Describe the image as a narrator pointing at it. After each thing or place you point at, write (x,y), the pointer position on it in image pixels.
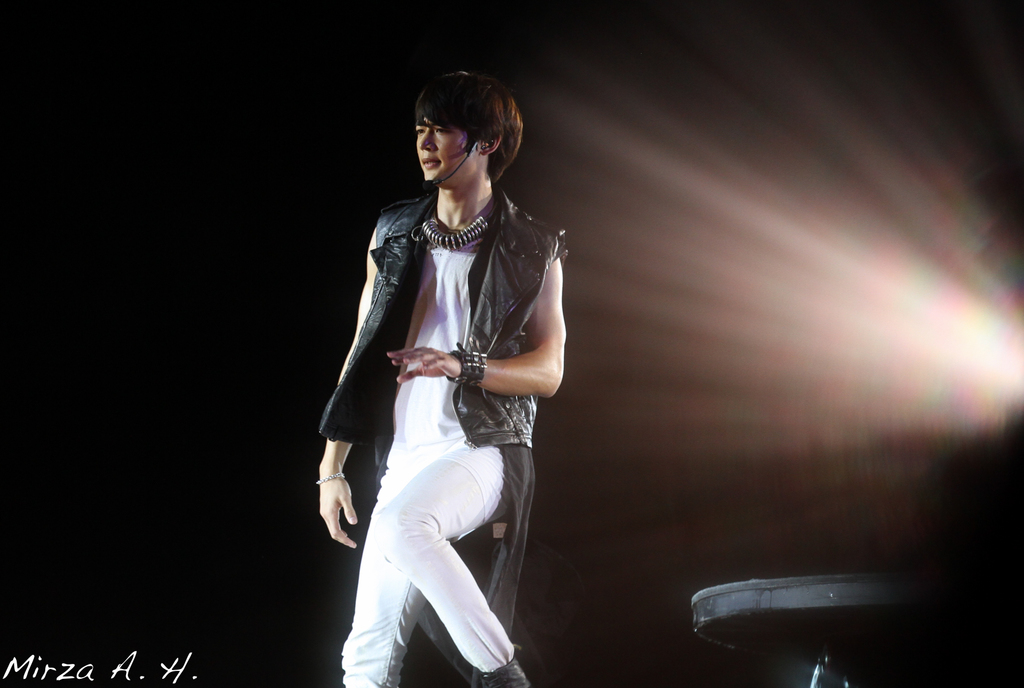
In this image we can see a person (476,371) wearing the black color jacket (487,345) and standing and the background of the image (611,496) is in black color. We can also see the table (774,586) and also the text (117,671) in this image.
